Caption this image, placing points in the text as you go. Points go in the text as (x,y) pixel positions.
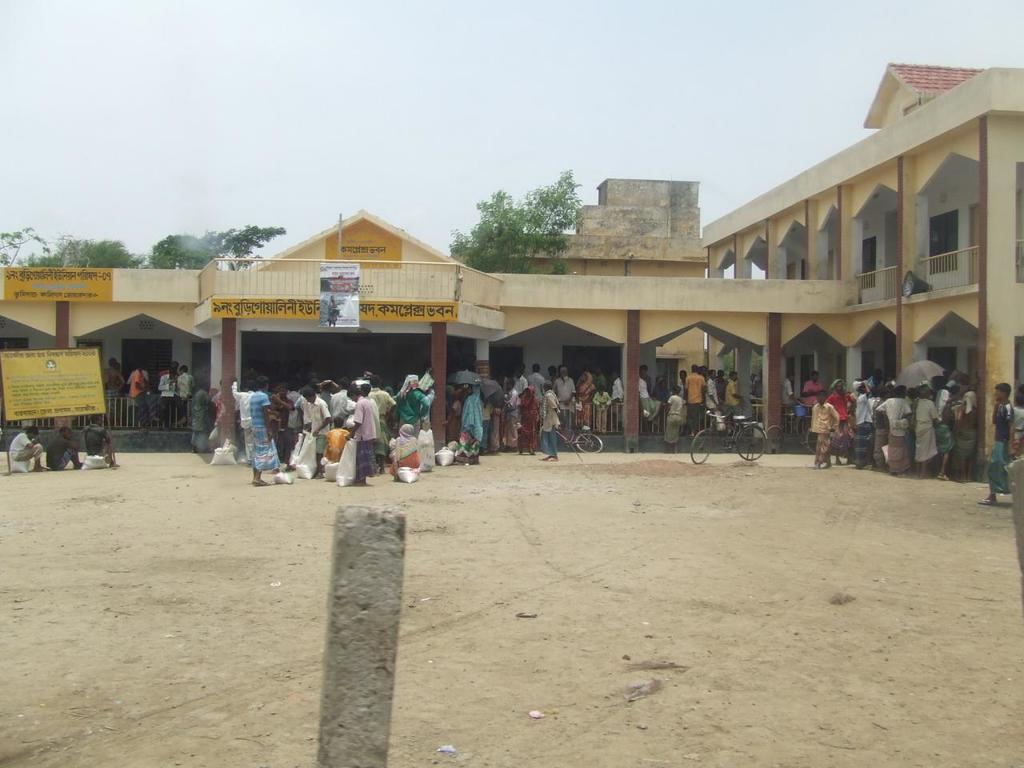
In the center of the image (358,388) we can see persons (786,388), cycles (747,425), building (695,339) on the ground (708,486). At the bottom of the image (360,581) we can see pillar (372,659). In the background (783,24) there are trees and sky (347,142).
